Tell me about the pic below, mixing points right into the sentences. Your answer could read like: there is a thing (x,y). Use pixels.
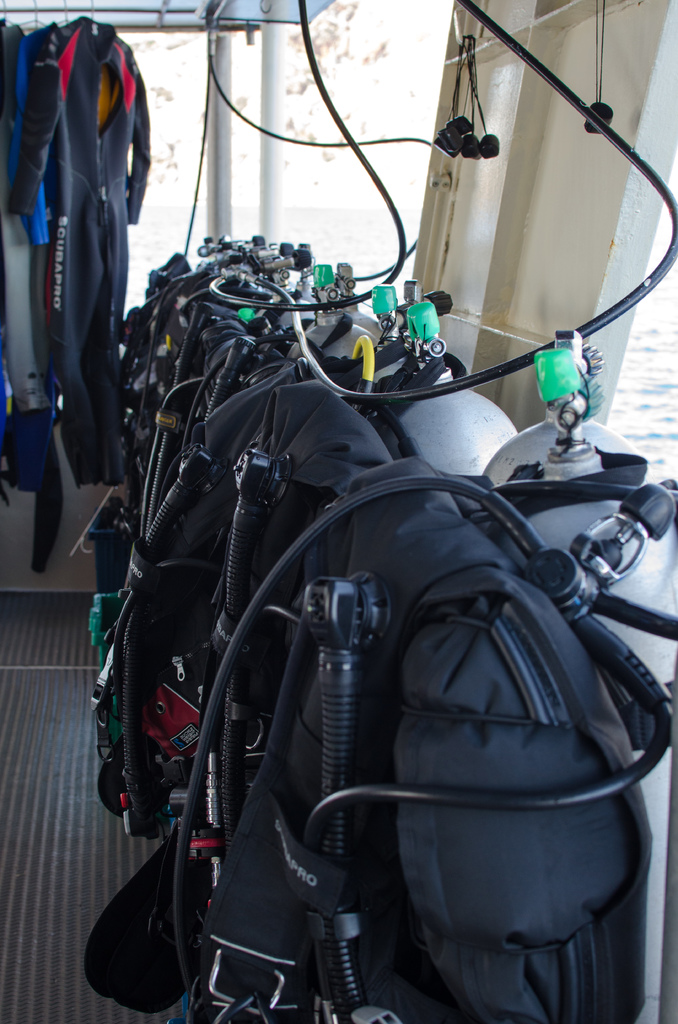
In this image we can see cylinders (665,873) with jackets (297,529). In the background of the image (119,338) there are swimsuits (44,286). At the bottom of the image (67,926) there is carpet (53,905). To the right side of the image (657,443) there is water (655,407).
